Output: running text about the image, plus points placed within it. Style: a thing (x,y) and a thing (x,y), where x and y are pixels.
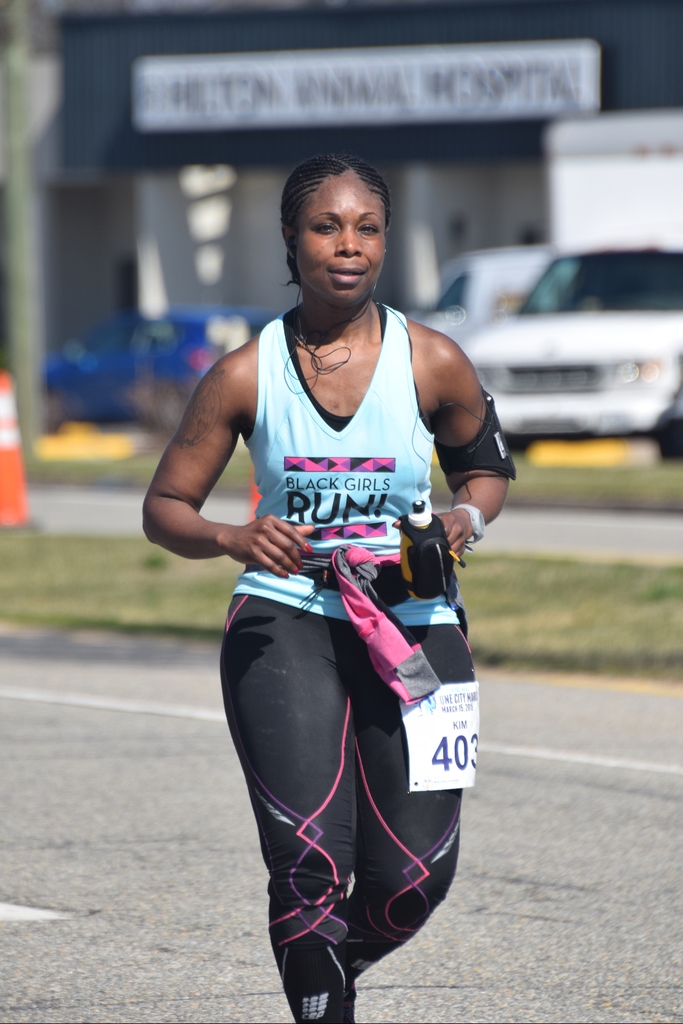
In this image we can see a lady (332,697) holding something in the hand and having a chest number (420,739). In the background (587,362) there is a car (589,343). Also there is a traffic cone (14,455). And it is looking blur in the background (406,146).
